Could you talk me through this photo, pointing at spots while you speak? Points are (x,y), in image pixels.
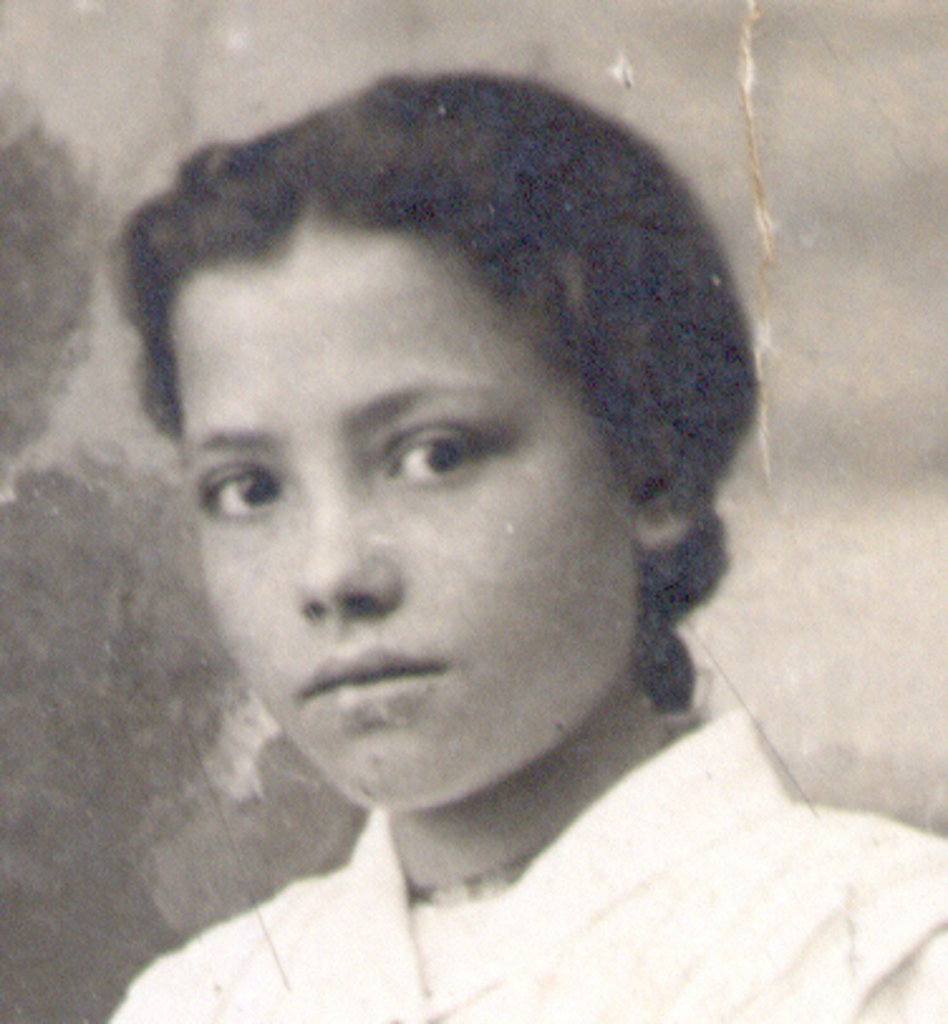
This is a black and white image. In which, there is a person (668,294) in a dress (773,972), not smiling. And the background (89,921) is blurred.
